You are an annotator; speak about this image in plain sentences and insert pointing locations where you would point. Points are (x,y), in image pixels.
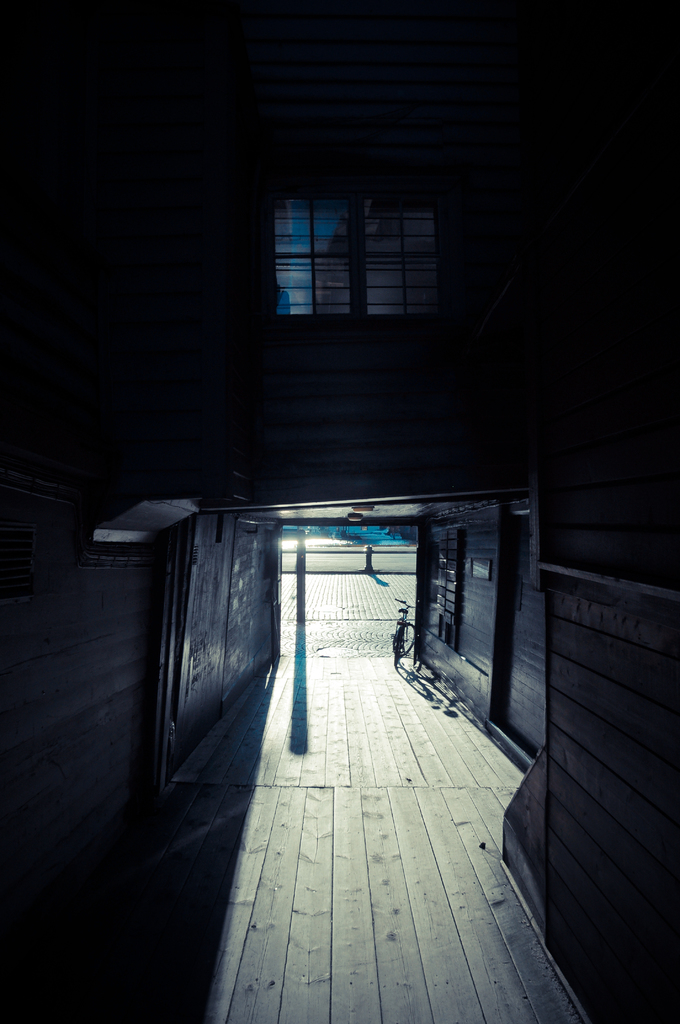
This is an image clicked in the dark. At the bottom (340,917), I can see the floor (343,945). At the top of the image (336,264) there is window (355,242) to the wall (255,114) and it is dark. In the middle of the image (404,624) there is a bicycle (398,646) placed on the floor (382,677). In the background (350,563) there is a road (341,557).
